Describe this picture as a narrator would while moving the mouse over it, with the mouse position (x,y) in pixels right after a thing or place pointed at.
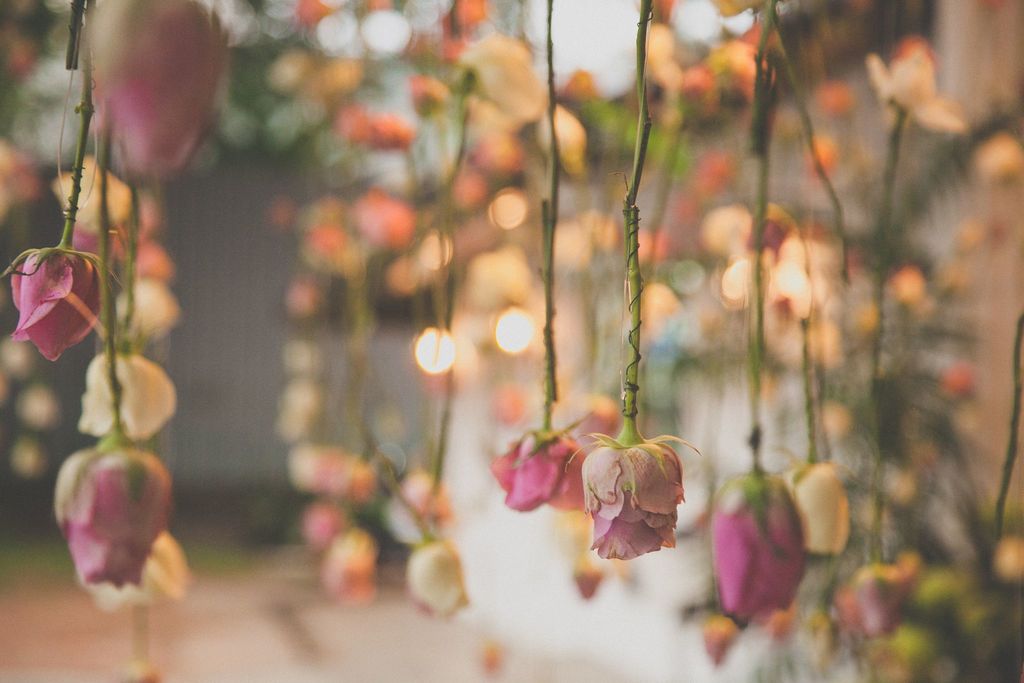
In this image we can see roses (676,6) are hanging, there are lights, the background (40,637) is blurry.
